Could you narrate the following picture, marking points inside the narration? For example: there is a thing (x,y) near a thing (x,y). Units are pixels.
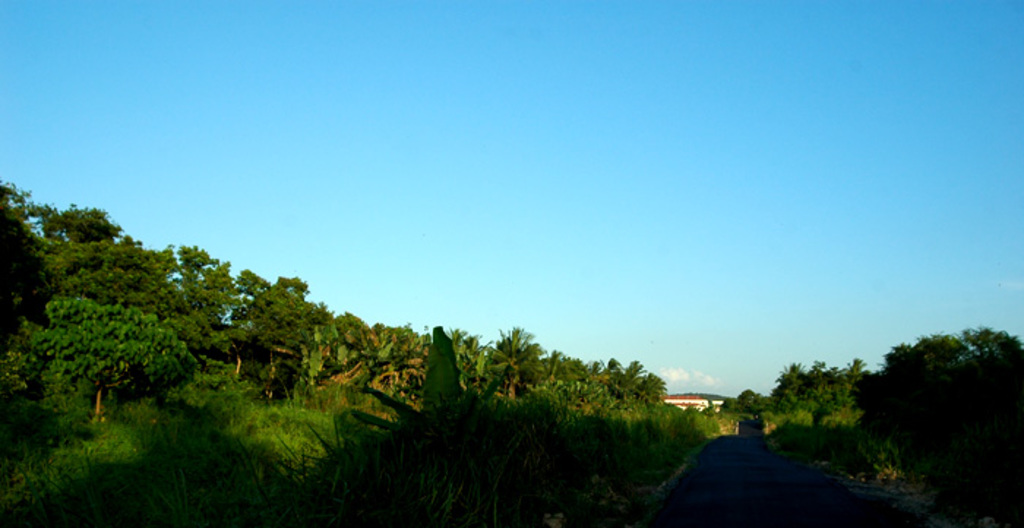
In the foreground of the picture (405,431) there are trees (207,392), plants (313,453) and other objects (765,439). In the center of the picture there is a building (681,400). At the top (746,132) it is sky (891,161).
